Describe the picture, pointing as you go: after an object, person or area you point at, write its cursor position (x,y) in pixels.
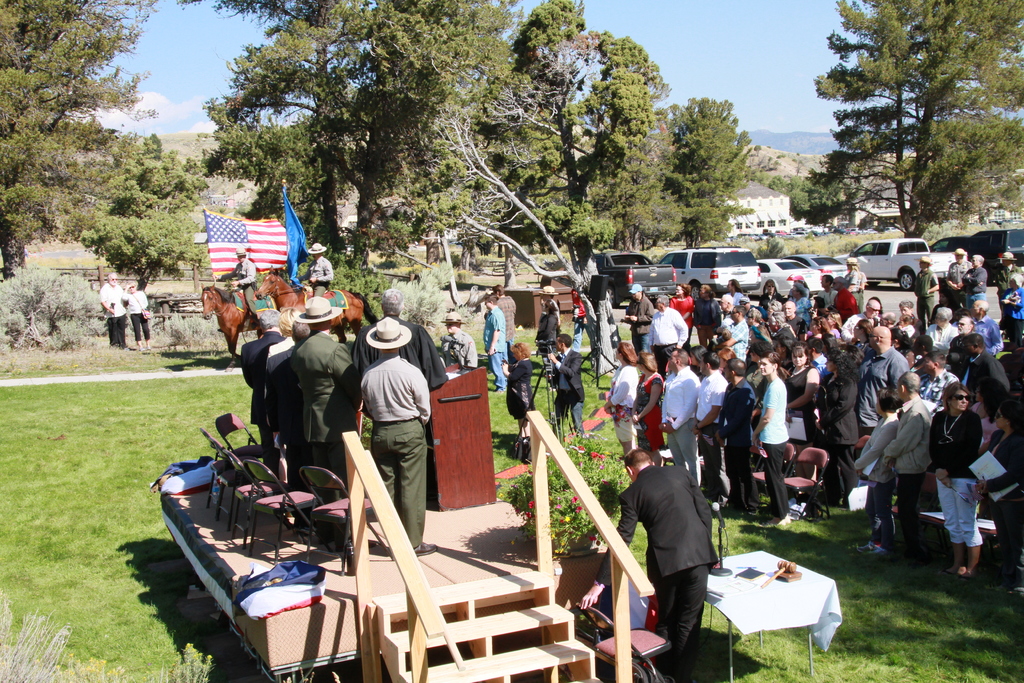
This is an outside view. On the right side (870,320) a crowd of people (772,356) standing on the ground (842,542). On the left side (326,615) there is a stage (276,547) on which few people (363,407) are standing and there are some chairs (366,512) and a podium (463,440). At the bottom (461,641), I can see the stairs (410,648). In the background (329,285) two people (246,268) are holding the flags (294,276) in the hands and sitting on the horses (294,291). These people (321,399) are looking at these people (324,276). In the background (671,264) there are many vehicles (871,264) on the road (865,295) and also I can see the trees (660,183). At the top of the image (752,48) I can see the sky (771,44).
